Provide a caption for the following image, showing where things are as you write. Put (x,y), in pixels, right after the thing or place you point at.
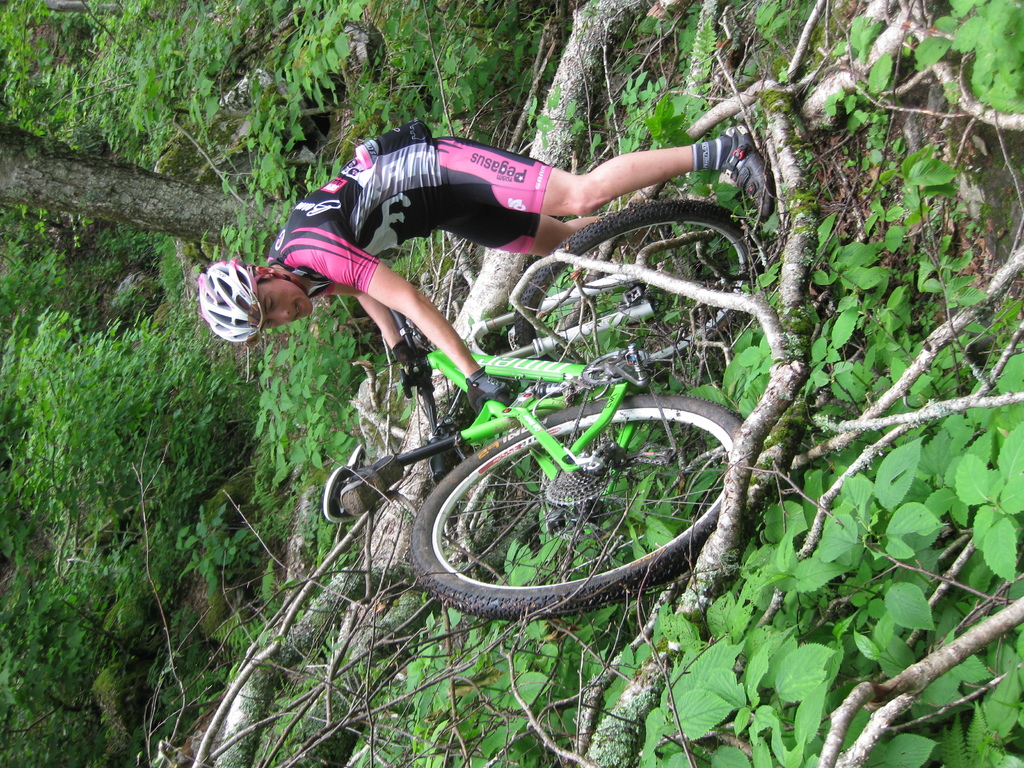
In this image I can see a person (568,202) standing, wearing a helmet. He is holding a green bicycle (666,452). There is a tree (224,729) fallen on the ground (602,629). There are trees (53,468) at the back (55,454).
